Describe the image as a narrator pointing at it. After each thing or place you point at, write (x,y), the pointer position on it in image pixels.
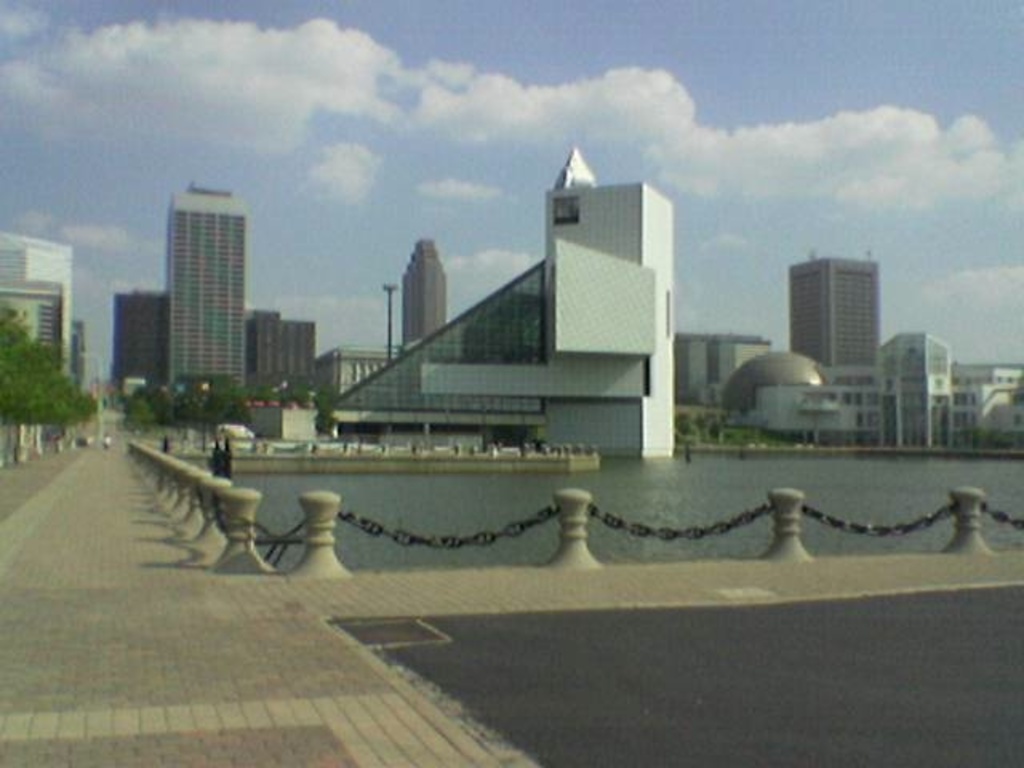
In the image there is a path (149,631) and there is a water surface (646,478) behind the fencing (408,541), in the background (232,347) there are many buildings (586,385) and other architectures (475,344).
